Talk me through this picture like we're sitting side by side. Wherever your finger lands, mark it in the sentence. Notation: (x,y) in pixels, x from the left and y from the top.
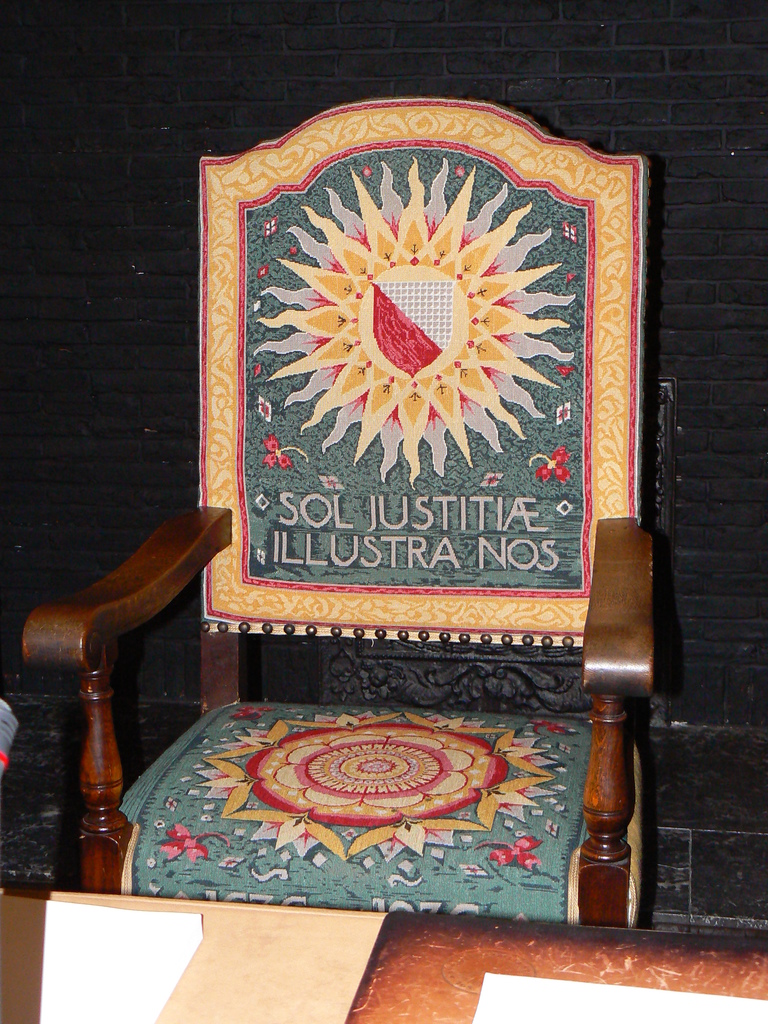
In this image we can see a chair (598,659) with some pictures (423,769) and text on it which is placed on the floor (652,860). On the bottom of the image (308,938) we can see a table (187,972) containing some papers (141,965) on it. On the backside (521,662) we can see a wall (109,480).
